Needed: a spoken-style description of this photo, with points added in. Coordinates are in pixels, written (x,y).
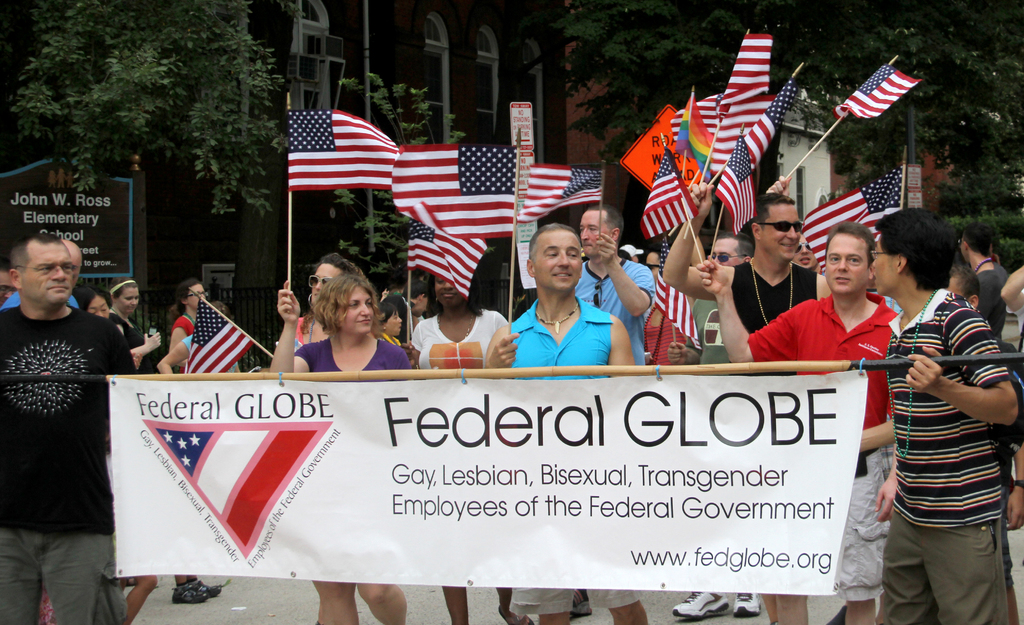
There are people (380,356) holding, flex (623,391) and flags (743,211) in their hands (778,190) in the foreground area of the image (574,223), there are trees (411,89), buildings (472,73), it seems like the text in the background (446,79).
